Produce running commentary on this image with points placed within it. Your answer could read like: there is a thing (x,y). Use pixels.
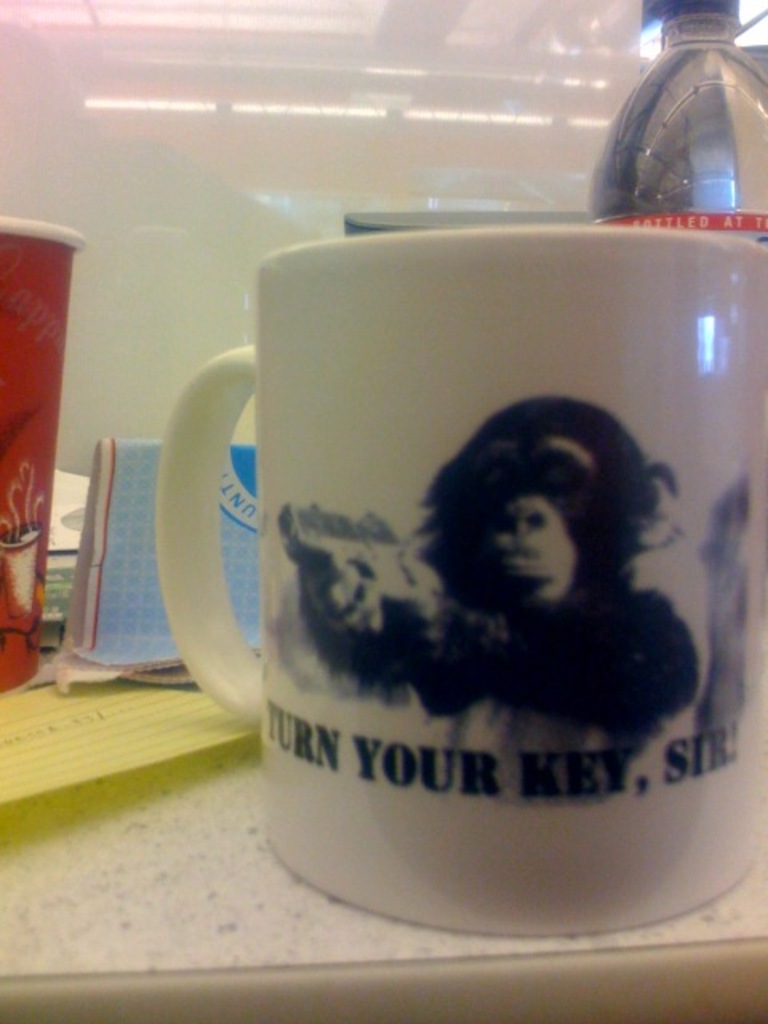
In this image we can see a cup (577,552) with the picture (608,620) of a monkey (616,699) and some text (551,780) on it which is placed on the surface (615,962). We can also see some papers (198,704), a bottle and a glass (10,437) placed beside it. On the backside (423,190) we can see a wall (127,279).
